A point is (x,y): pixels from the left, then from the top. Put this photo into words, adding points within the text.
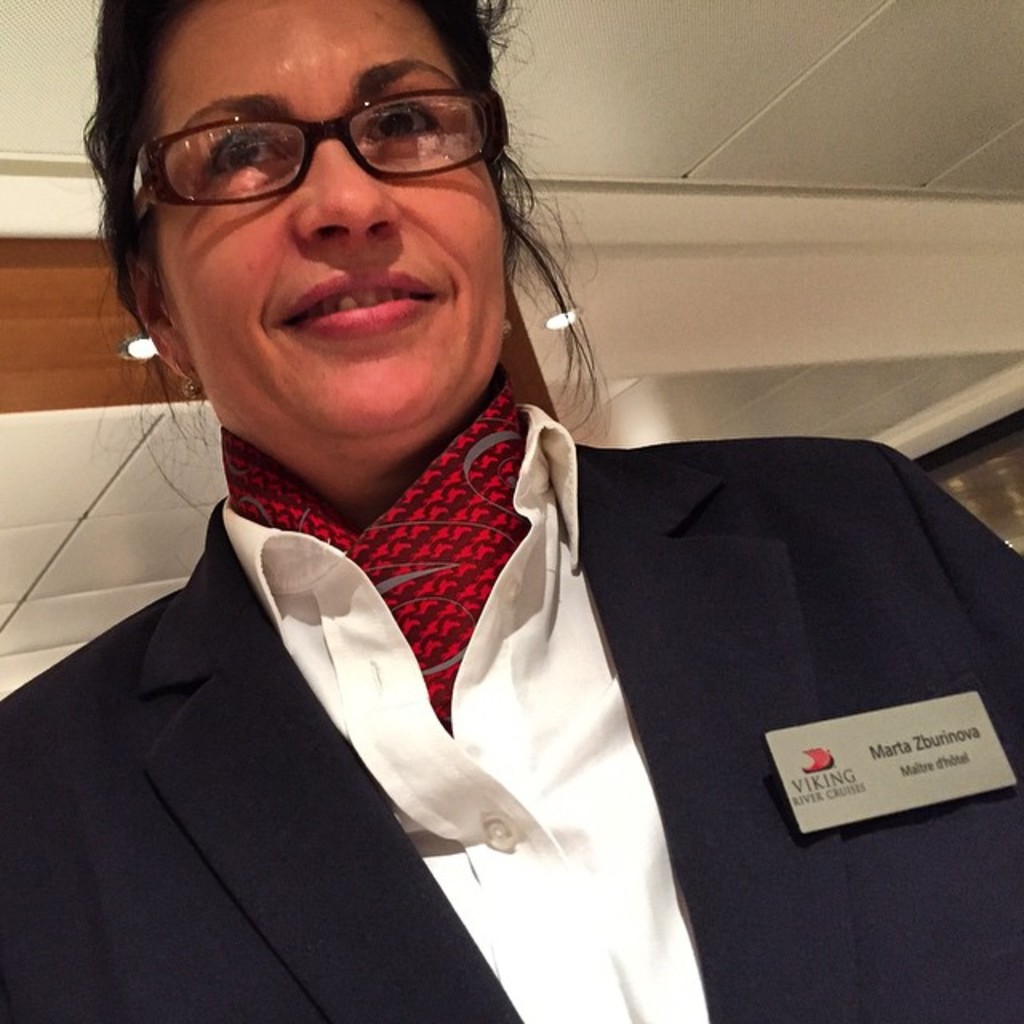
In this image we can see a lady (360,737) wearing a suit (643,715), scarf (421,489), and specs (314,124), there is a name plate (849,763) on her suit (1005,885), also we can see ceiling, and lights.
